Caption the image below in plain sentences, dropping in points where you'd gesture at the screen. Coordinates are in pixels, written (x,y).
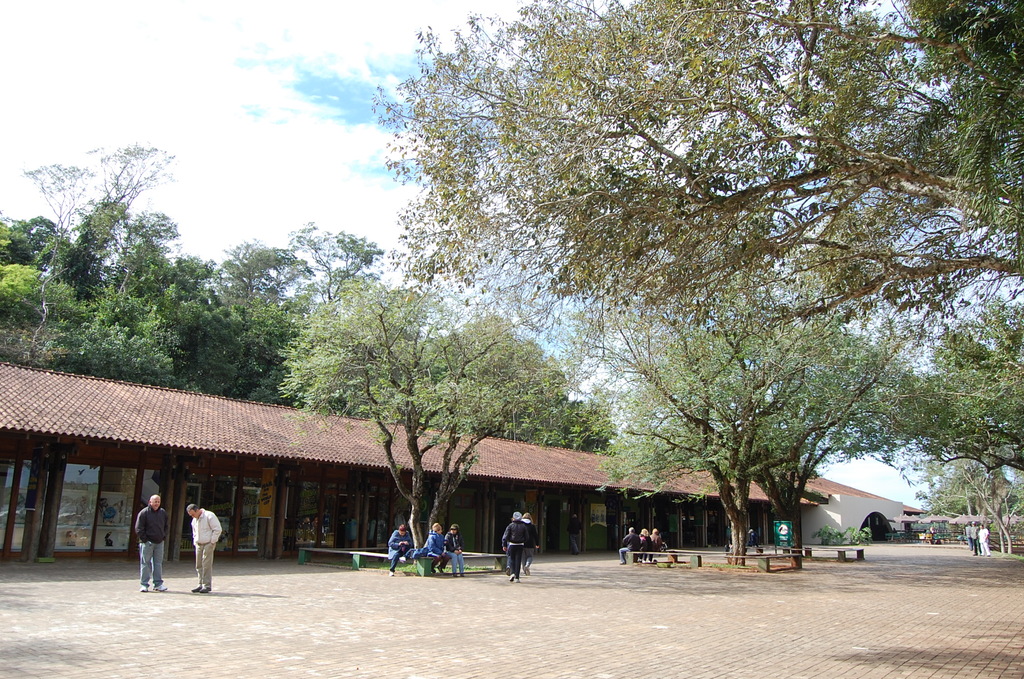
In this image we can see a few people (516,566), some of them are sitting on the benches (505,561), there are houses (716,534), trees (800,514), also we can see the sky (569,324).
